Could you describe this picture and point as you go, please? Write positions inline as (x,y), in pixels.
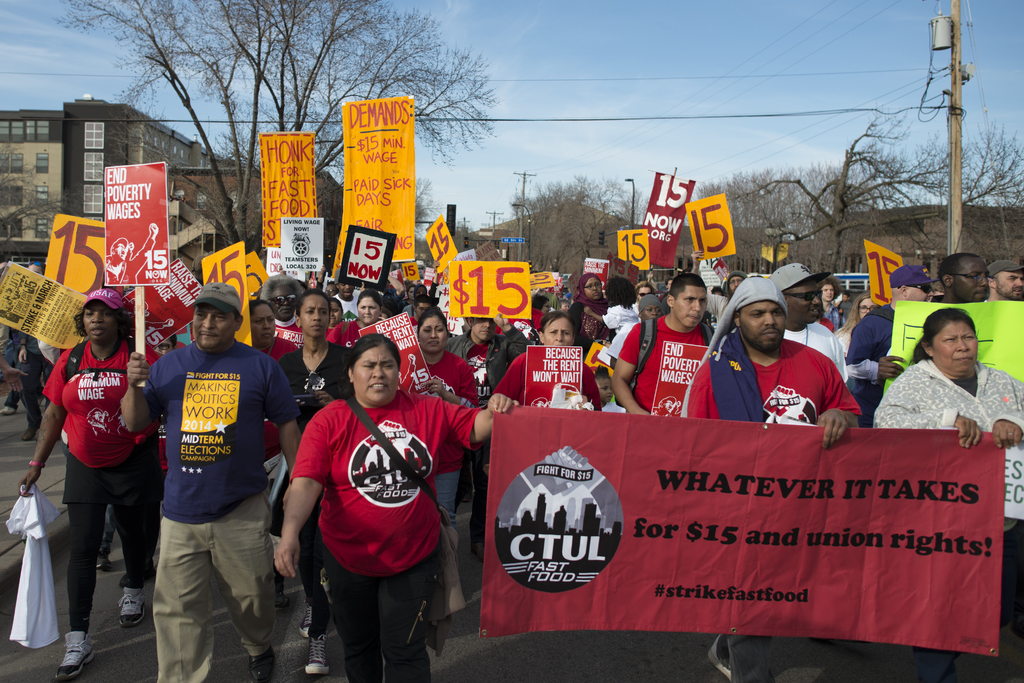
This picture describe about the group of people (92,350) wearing red color t-shirt (389,458) and walking on the road (279,625) for the protest. In front (570,616) we can see red color banner (528,617). Behind we can see yellow color boards (495,310) in the hand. In the background (247,190) some trees (245,51) and on the left side (67,172) we can see the building (97,187) with white windows (102,198).
